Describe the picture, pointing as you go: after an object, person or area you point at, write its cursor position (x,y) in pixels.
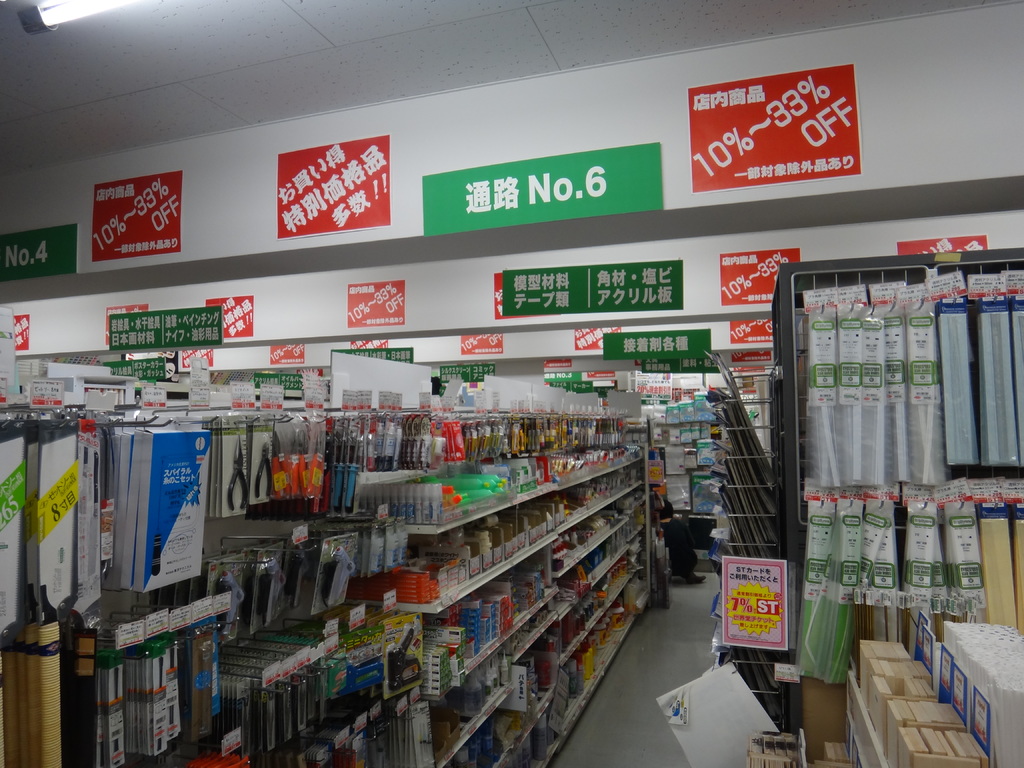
It looks like a store (575,570). On the left side (186,481) there are things (419,638) for sale. In the middle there is a green color board (611,207) with number 6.
